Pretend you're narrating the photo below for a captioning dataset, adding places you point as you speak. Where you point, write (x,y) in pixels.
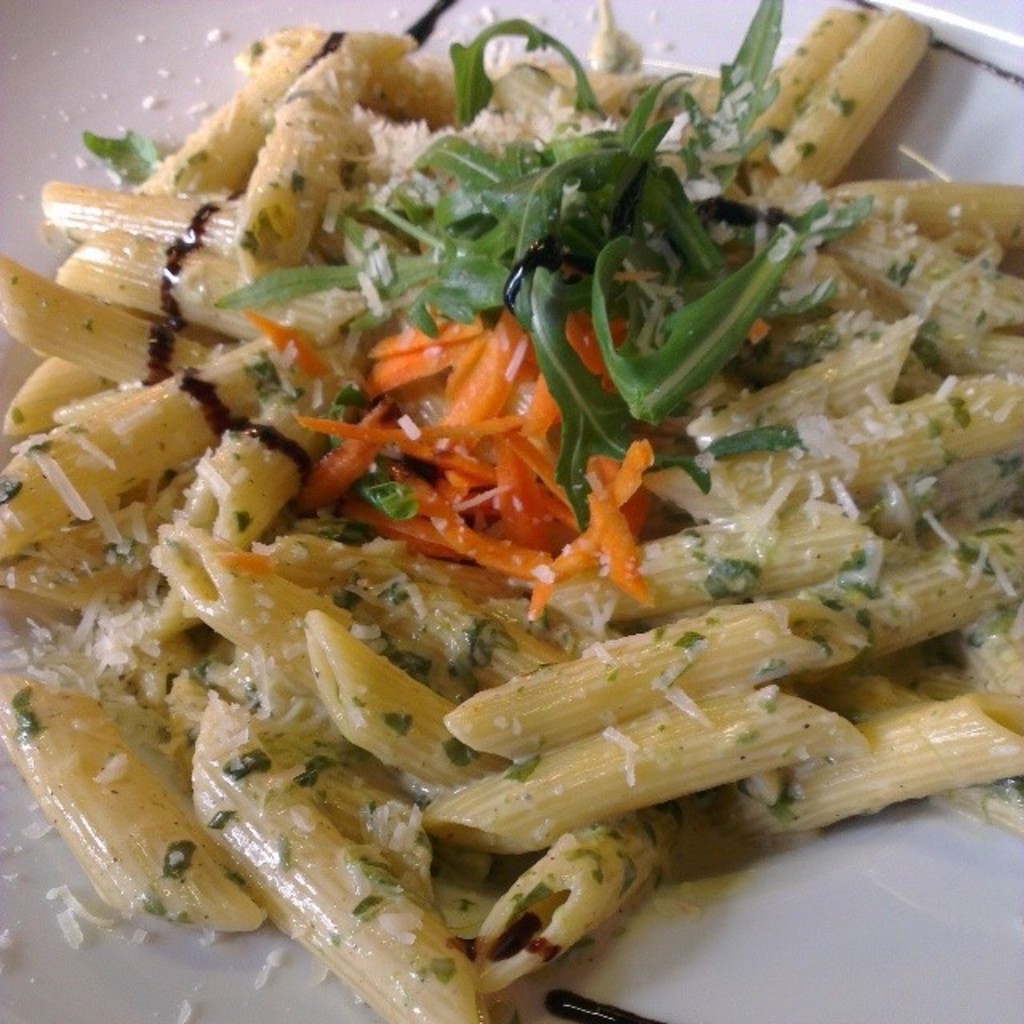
In this image we can see food (490,633) on a white surface (130,81).
